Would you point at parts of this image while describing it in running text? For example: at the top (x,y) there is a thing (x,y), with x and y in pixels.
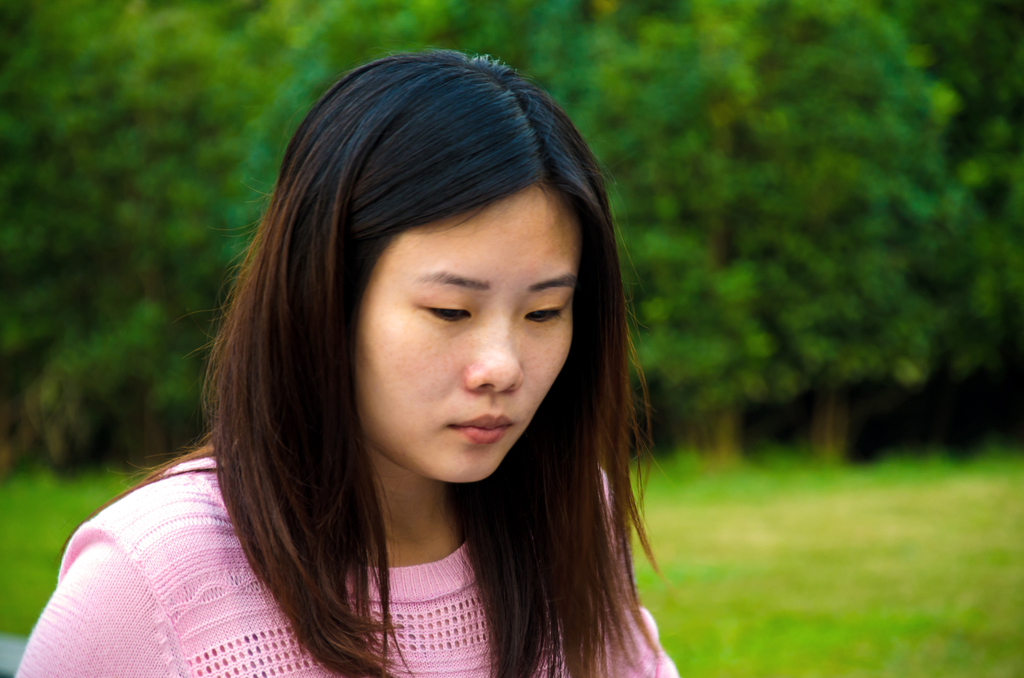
In the image there is a lady (275,597) with pink dress (398,636). Behind her on the ground (781,518) there is grass (807,499). And in the background (217,195) there are trees (753,367).
